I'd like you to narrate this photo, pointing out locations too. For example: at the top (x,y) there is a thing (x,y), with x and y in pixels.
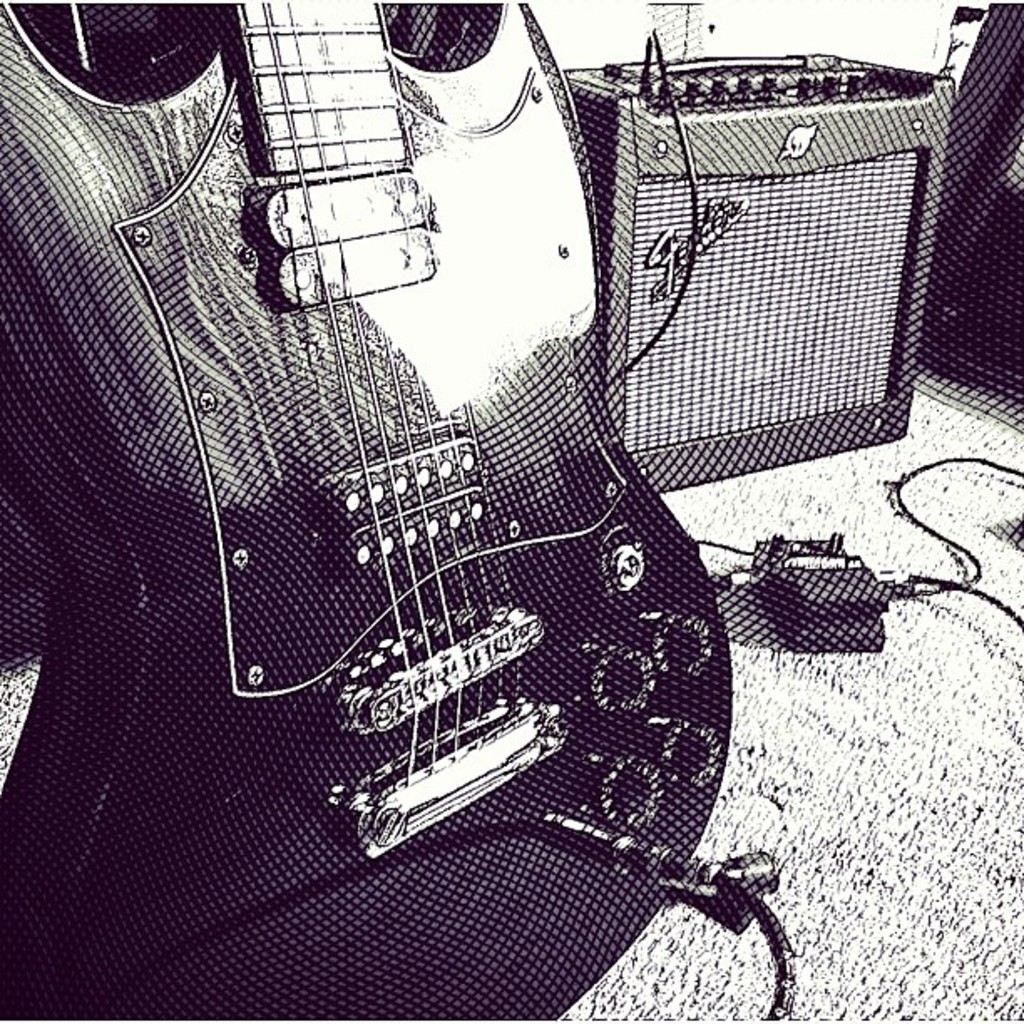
This is a black and white image. In this picture we can see a guitar (383,836). There is a wire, switch board (781,620) and an electronic device (793,59) in the background (663,402).
